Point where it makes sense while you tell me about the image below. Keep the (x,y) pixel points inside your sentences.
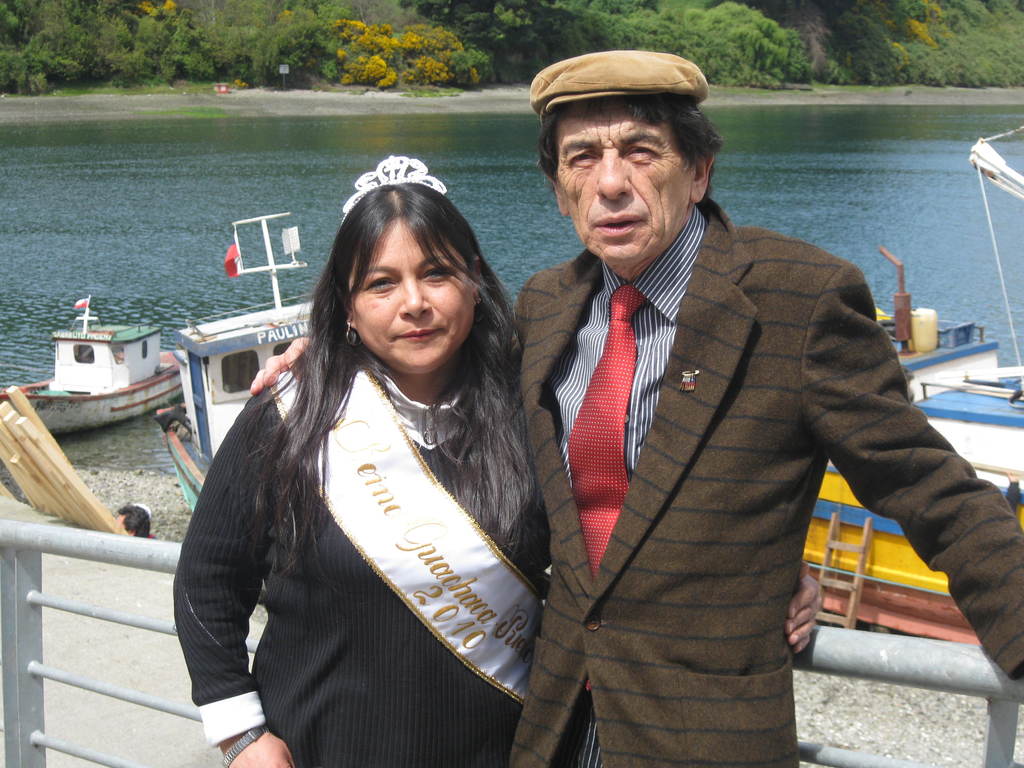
In this image I can see two persons (557,440) and here I can see he is wearing blazer (698,400), a red colour tie (644,297), shirt (649,318) and a cap (634,88). In the background (565,47) I can see water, few boats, number of trees (40,44) and here I can see something is written.
